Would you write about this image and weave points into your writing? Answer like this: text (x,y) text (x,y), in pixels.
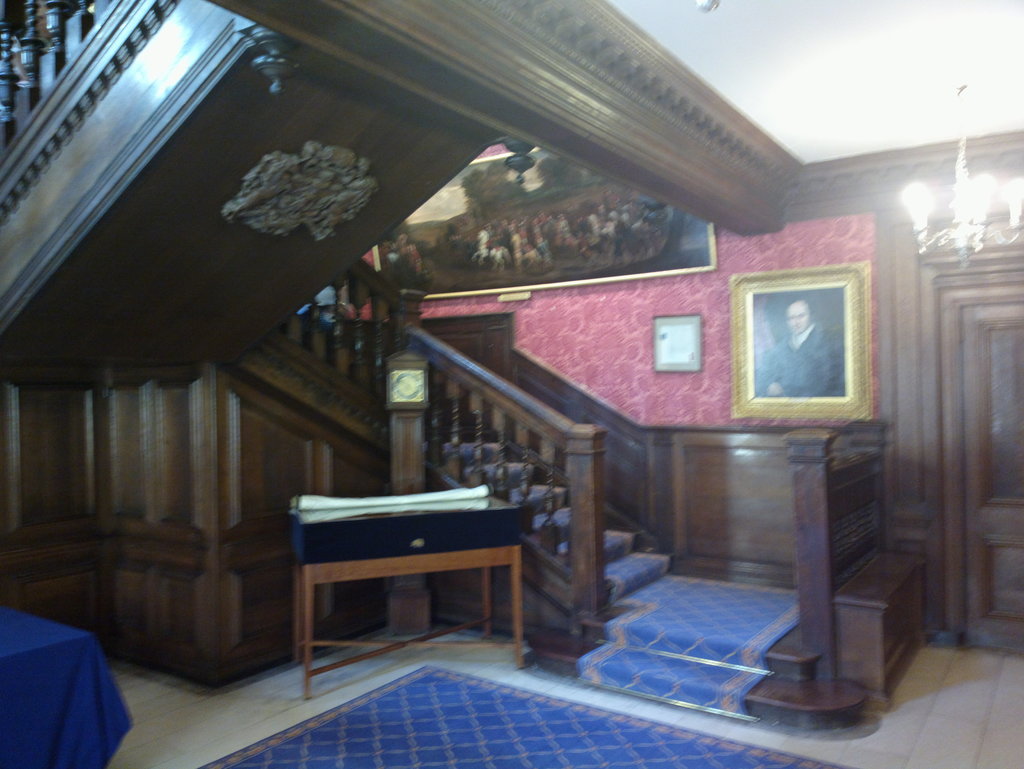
In this image i can see a floor mat (484,705), stairs (544,435), the wall (580,338), few photo frames (500,175) attached to the wall (619,354), the ceiling (770,47), a chandelier (965,171) and a door (967,340).
